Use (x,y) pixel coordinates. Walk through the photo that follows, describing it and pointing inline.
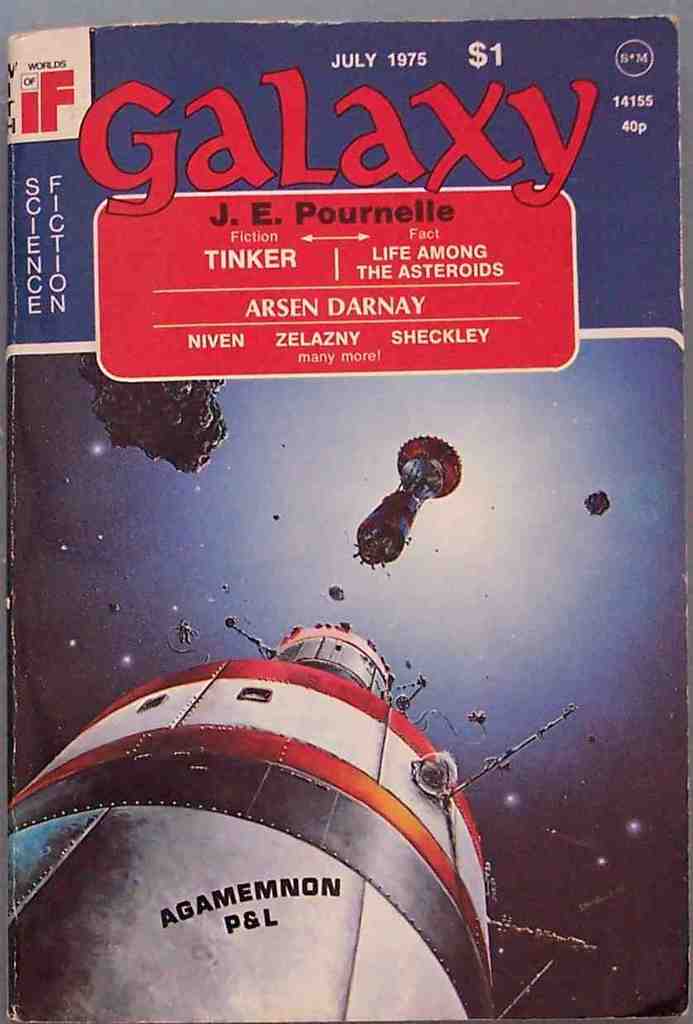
This is a poster (553,687) and in this poster (57,323) we can see some text (307,94) and objects (326,670).
